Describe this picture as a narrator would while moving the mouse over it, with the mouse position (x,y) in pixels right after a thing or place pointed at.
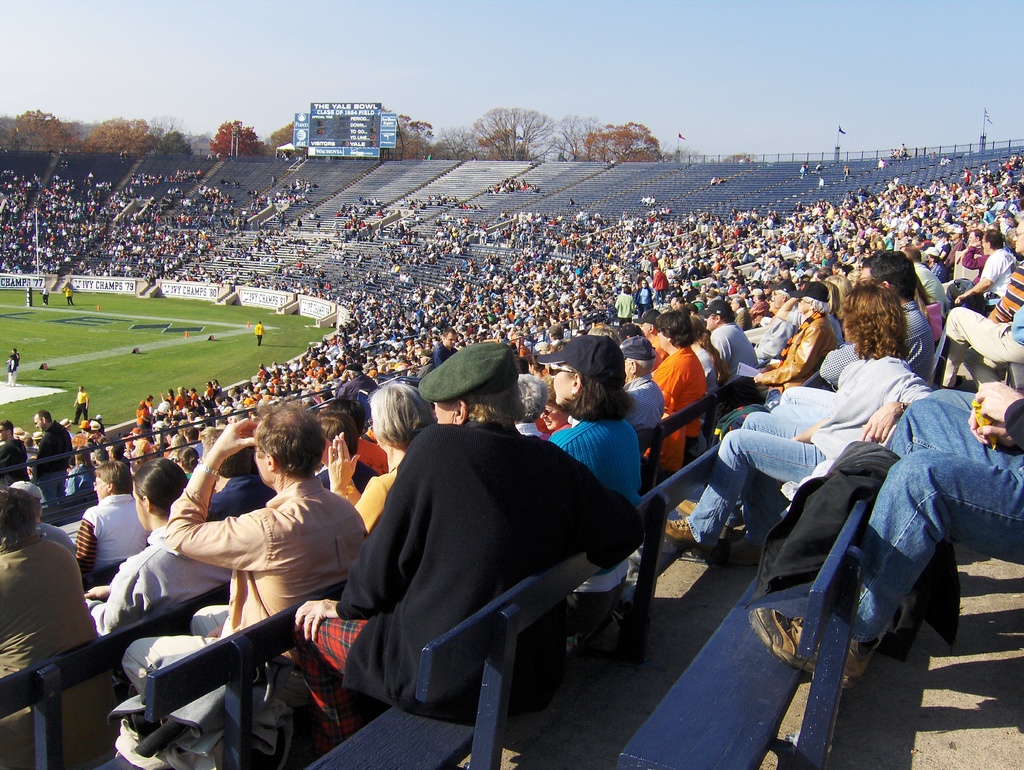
In this picture we can see a group of people (672,377) are sitting on benches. On the left side of the image (148,309) we can see ground (135,337), boards (324,312) are there. At the top of the image (496,154) we can see stairs (586,180), trees (245,138), board (307,130), pole (232,145), flag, fencing (772,157) are there. At the top of the image (520,29) there is a sky (593,104).
